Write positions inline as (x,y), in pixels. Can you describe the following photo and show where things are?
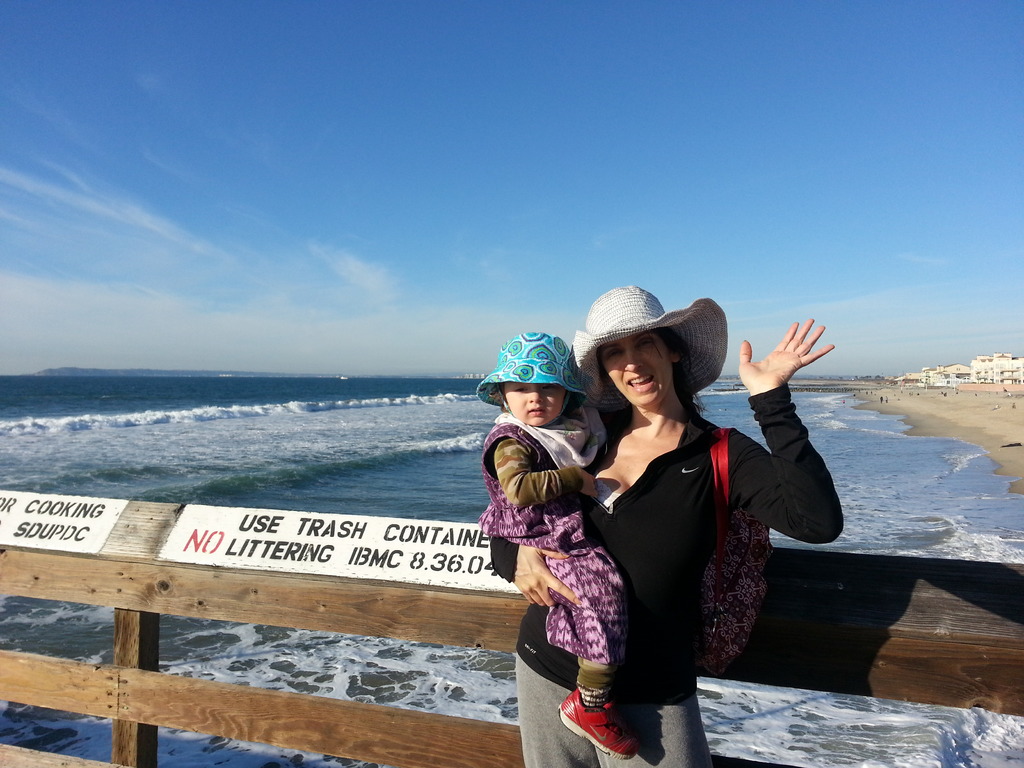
In the front of the image (626,471) we can see a woman (583,765) is carrying a baby (609,579). In the background of the image (228,697) we can see wooden fence (259,701), boards (21,515), water (460,461), buildings (959,376) and sky (644,185). Something written on whiteboards (274,529).
